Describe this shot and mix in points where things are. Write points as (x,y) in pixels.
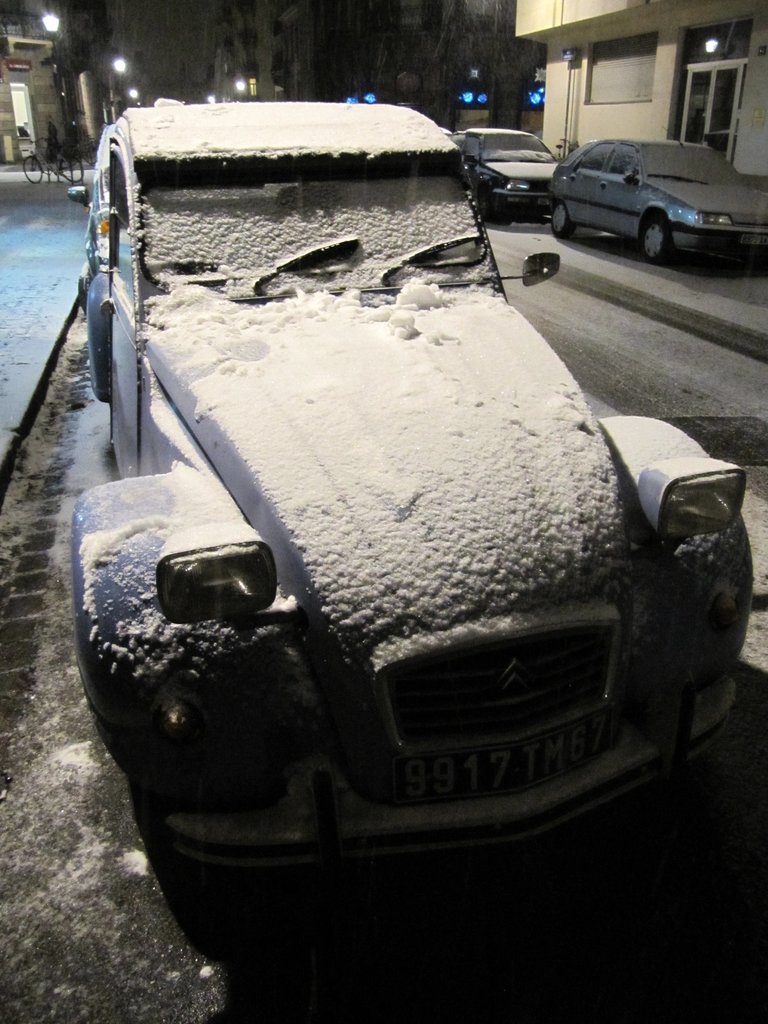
There are few vehicles (395,237) parked on the road (151,893) and there is snow (218,504) on the vehicles (345,240). In the background (104,31) there are buildings (30,105), lights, poles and on the left (52,150) there is a person (54,153) and bicycle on the road (89,171).
